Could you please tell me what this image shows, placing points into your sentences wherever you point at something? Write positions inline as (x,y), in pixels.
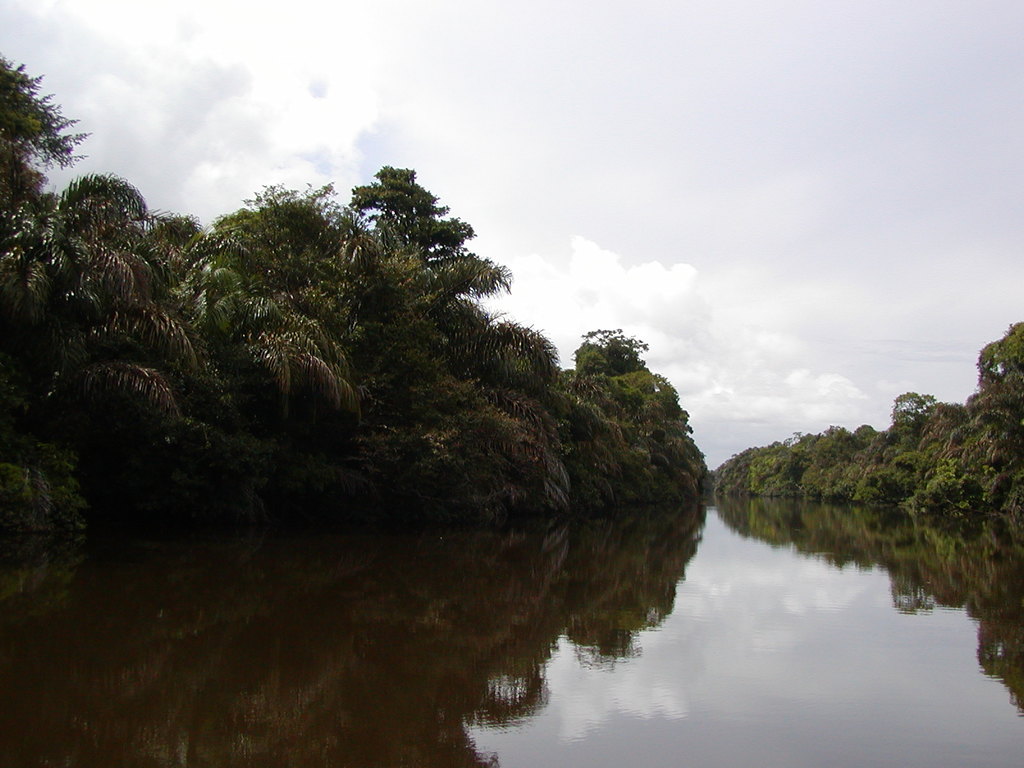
In this image we can see trees (563,472). At the bottom of the image (442,709) there is water (442,638). At the top of the image (481,101) there is sky (326,80) and clouds (461,92).
